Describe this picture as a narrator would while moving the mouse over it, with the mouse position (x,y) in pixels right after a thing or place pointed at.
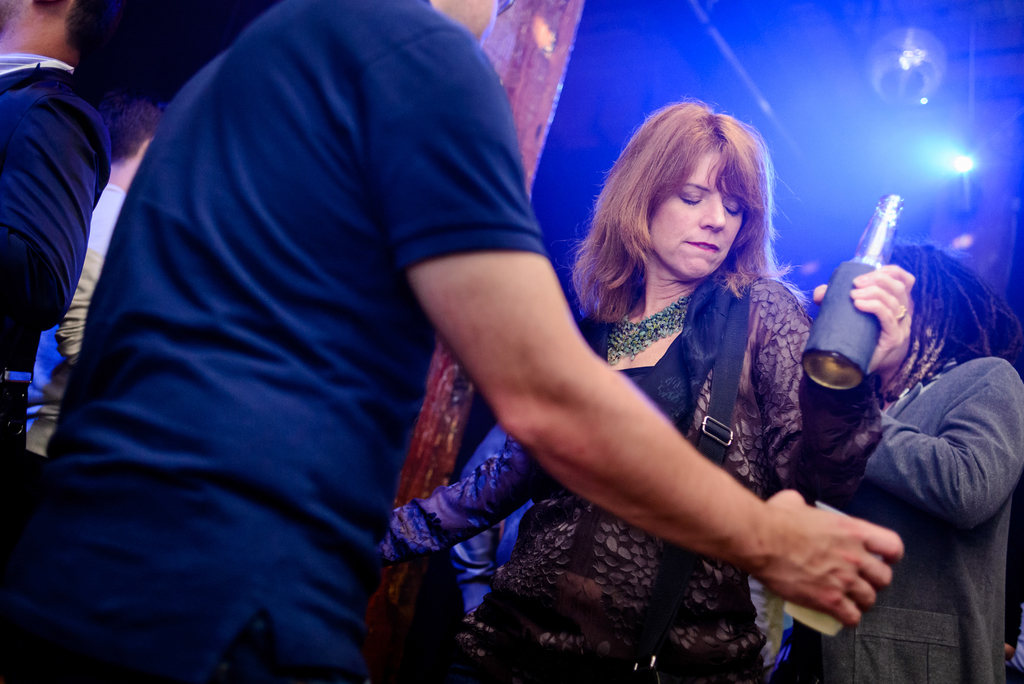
In the given image i can see a people (514,248) holding an object (841,340) and in the background (911,55) i can see the lights (944,75).
